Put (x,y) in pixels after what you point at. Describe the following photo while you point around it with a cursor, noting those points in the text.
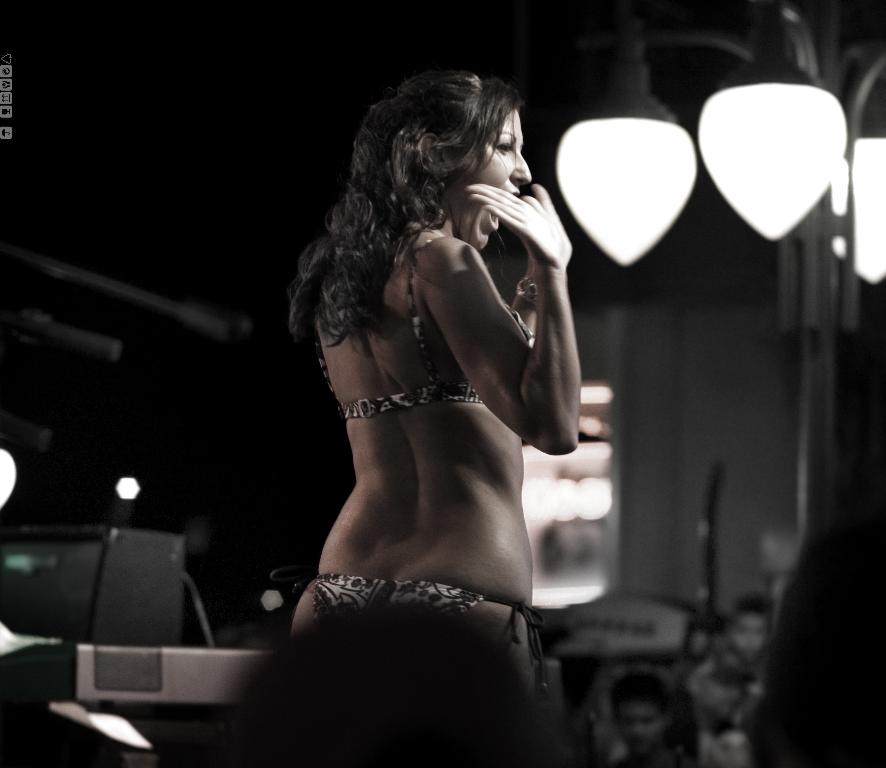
In the center of the image (503,313) we can see a lady (474,413) standing. In the background (656,206) there are lights (631,163).
